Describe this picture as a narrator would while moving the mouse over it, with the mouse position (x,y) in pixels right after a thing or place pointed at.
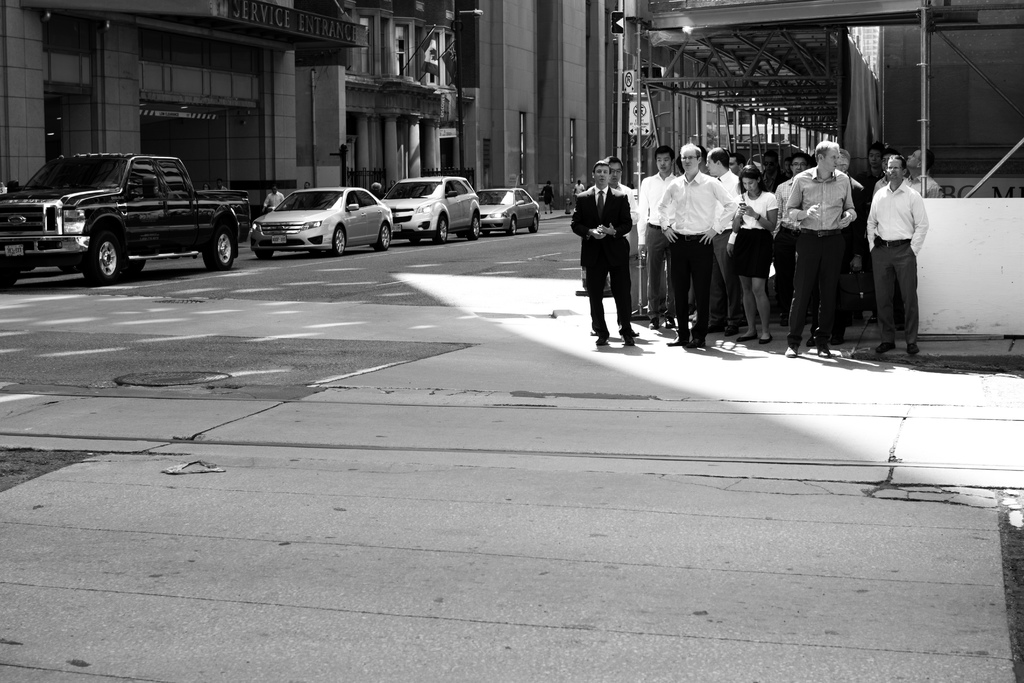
This is a black and white pic. On the right (730,215) there are few people (733,210) standing at the wall (933,274). On the left (224,211) there are vehicles (235,227) on the road (294,259). In the background (376,109) there are buildings (552,72), poles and windows (406,34).
